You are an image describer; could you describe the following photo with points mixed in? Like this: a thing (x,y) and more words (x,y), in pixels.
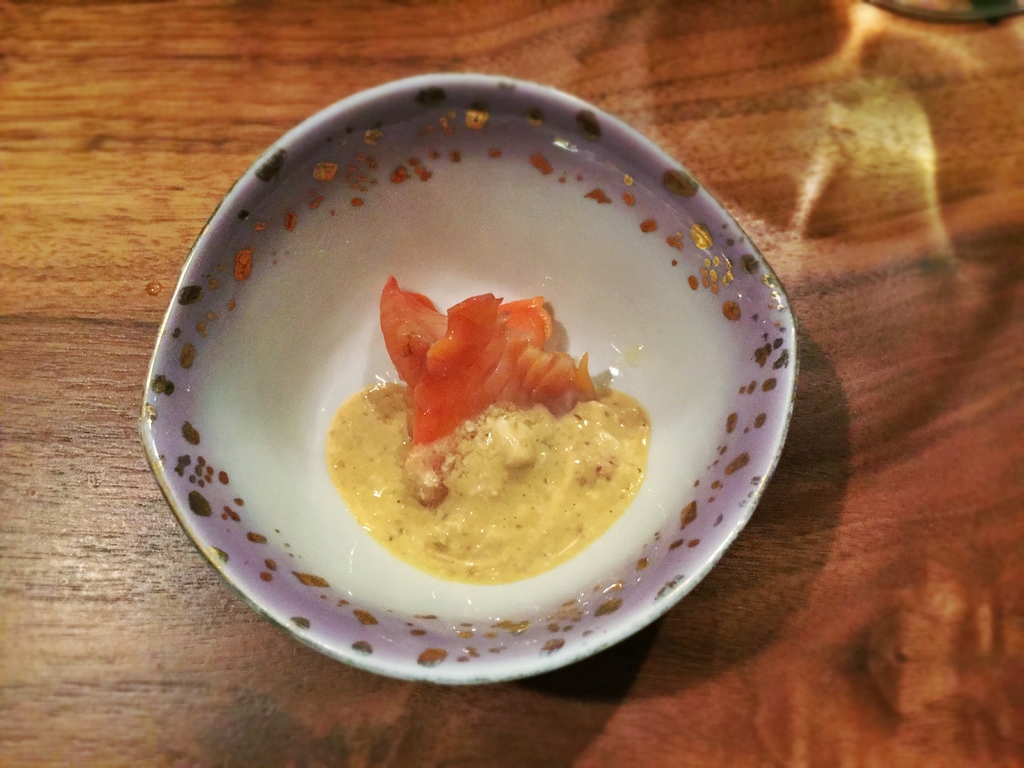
In the image we can see a table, on the table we can see a bowl (280,323). In the bowl (264,378) we can see some food (545,438).
